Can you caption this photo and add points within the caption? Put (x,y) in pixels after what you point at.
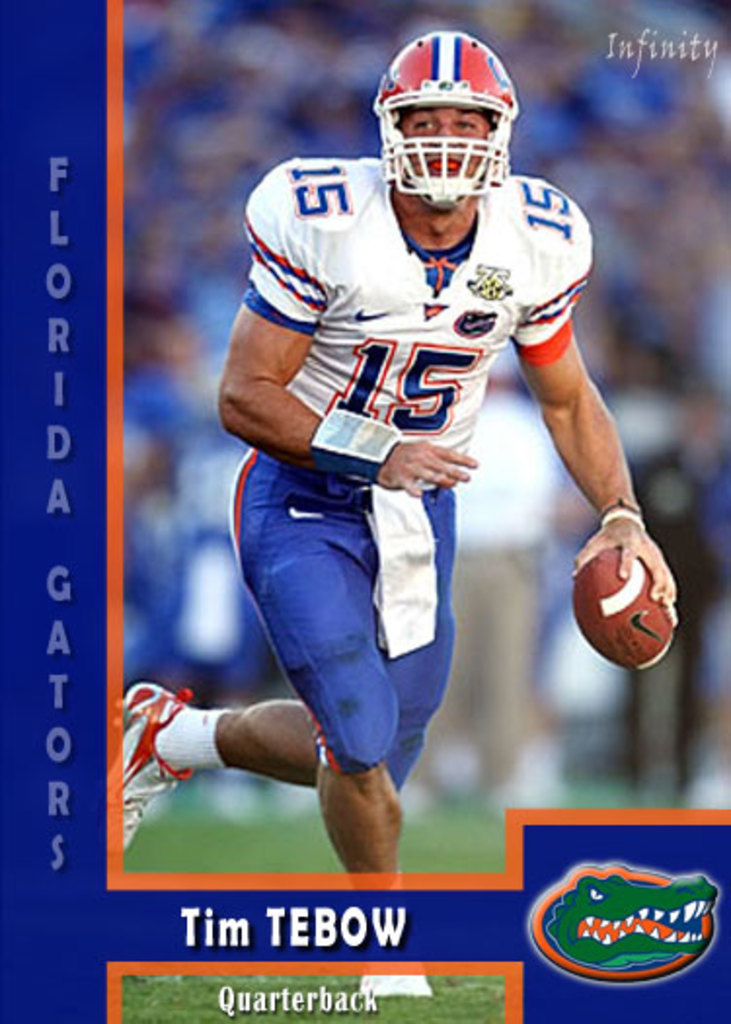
In the picture we can see a photograph (559,714) with a football player (416,736) running and holding a ball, he is wearing a sportswear (292,624) and a helmet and besides it is written as Florida Gators.
